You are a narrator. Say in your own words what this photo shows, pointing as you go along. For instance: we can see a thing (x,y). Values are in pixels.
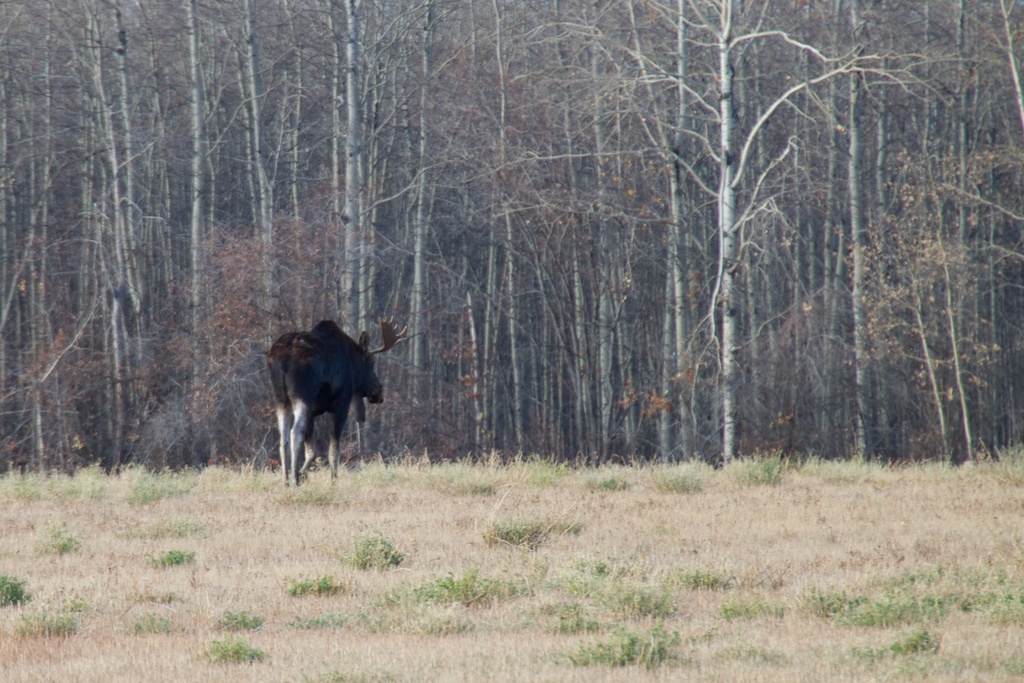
In this picture there is a moose (299,381) standing on the ground (264,514). At the bottom (315,565) we can see the grass (605,682). In the background (575,268) we can see many trees (543,200).
